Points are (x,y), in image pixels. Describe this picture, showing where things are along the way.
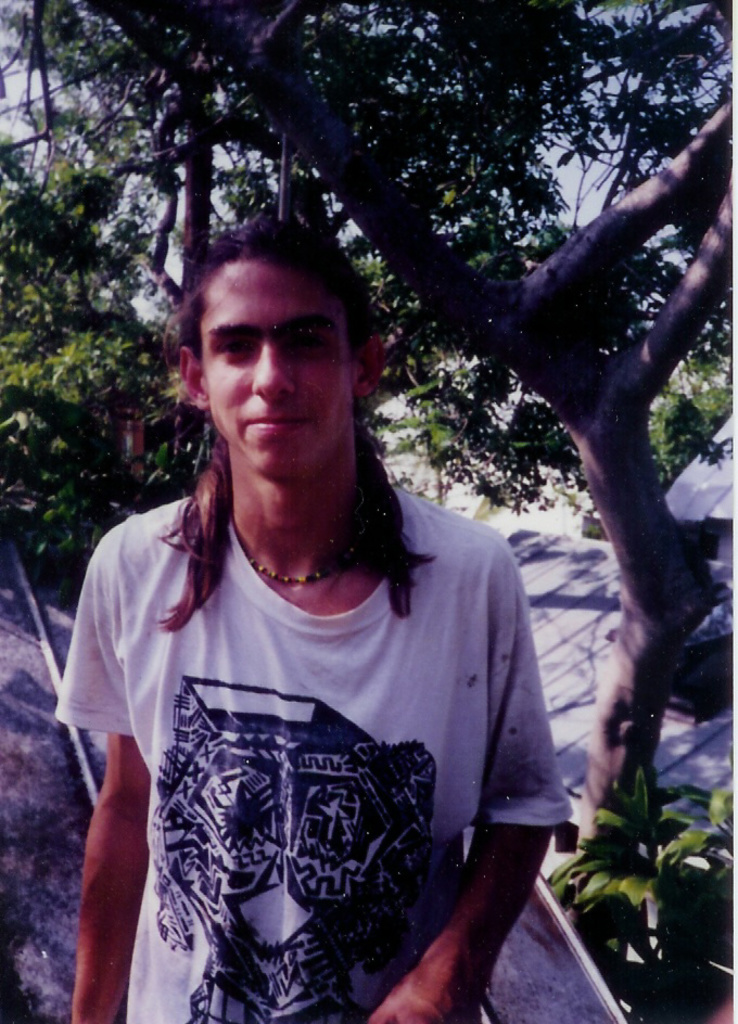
In this image, in the middle (379,636), we can see a person (476,735). In the background (345,219), we can see some trees (687,233) and plants (697,841).
